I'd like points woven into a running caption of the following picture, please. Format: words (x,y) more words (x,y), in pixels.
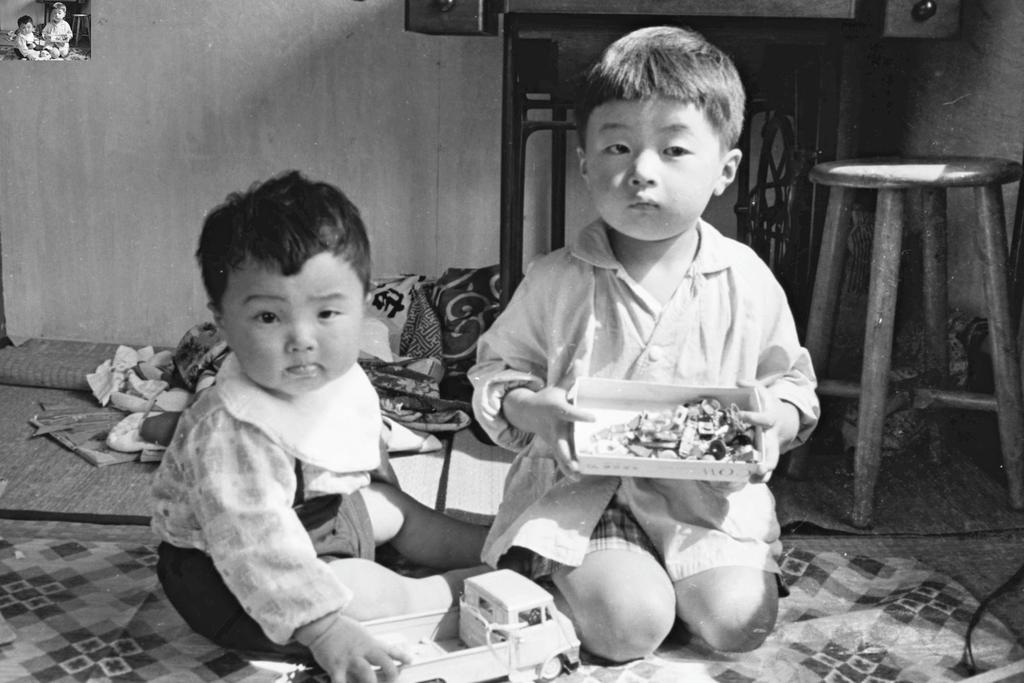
This is the picture of a room (22,294). In this image there is a person (370,575) sitting and there is a person (695,613) on the knees (701,601) and holding the box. At the back (475,454) there is a sewing machine (601,41) and there are clothes (115,359) and there is a stool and mat (81,372). At the bottom (483,644) there is a toy (554,635) and there is a mat (853,597).
